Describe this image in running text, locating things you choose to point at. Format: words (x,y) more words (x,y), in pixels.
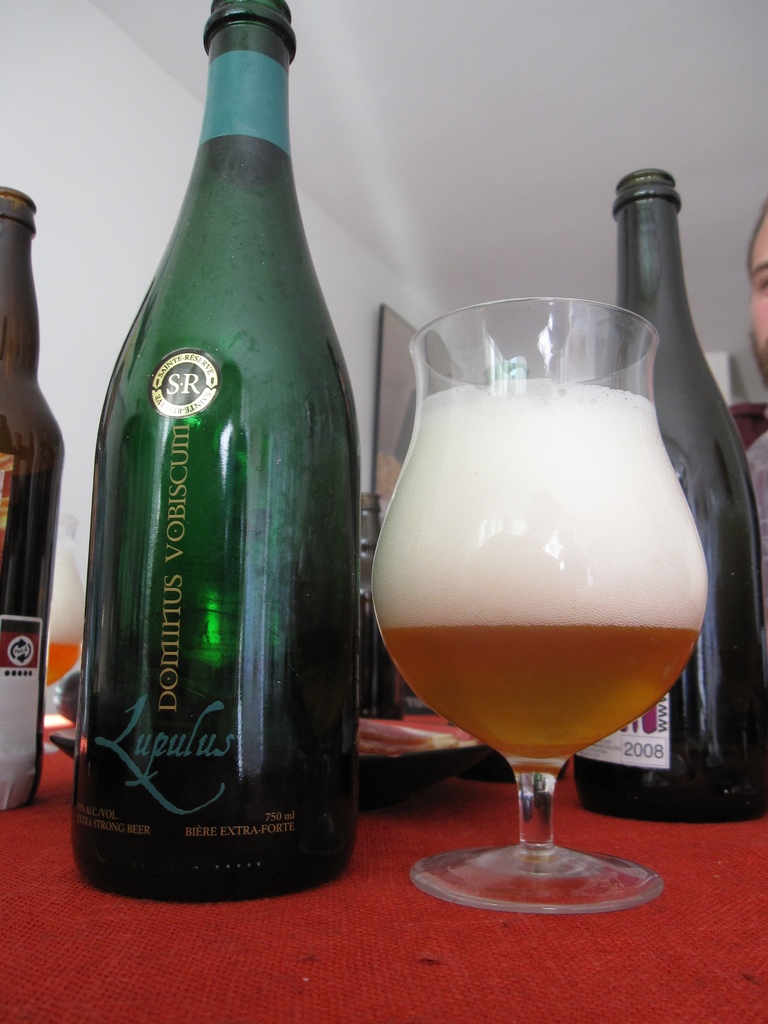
In this picture we can see bottles (10,553), and a glass (507,682) on the table (413,943). On the background (110,177) there is a wall (120,202) and this is the frame (399,392).
